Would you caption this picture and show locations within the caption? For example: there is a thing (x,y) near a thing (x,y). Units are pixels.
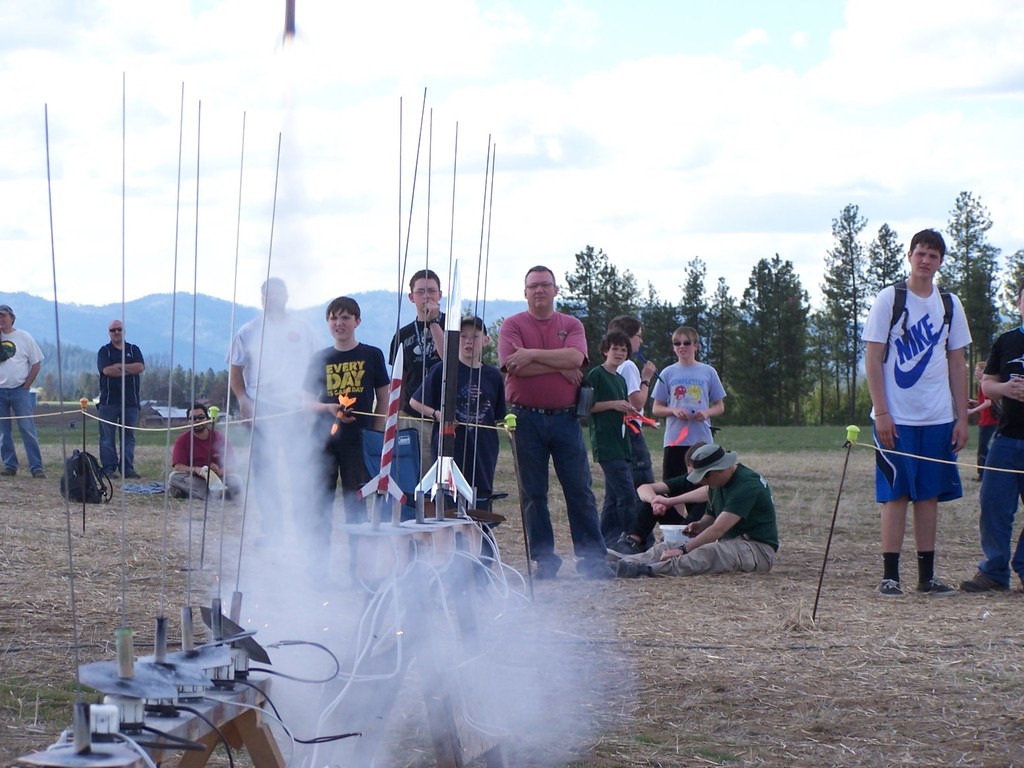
This picture describes about group of people (645,372), few are standing and few are seated on the ground (678,589), in front of them we can see few metal rods (207,477) and cables (326,681), in the background (872,256) we can find few trees (670,350), hills (378,331) and houses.
